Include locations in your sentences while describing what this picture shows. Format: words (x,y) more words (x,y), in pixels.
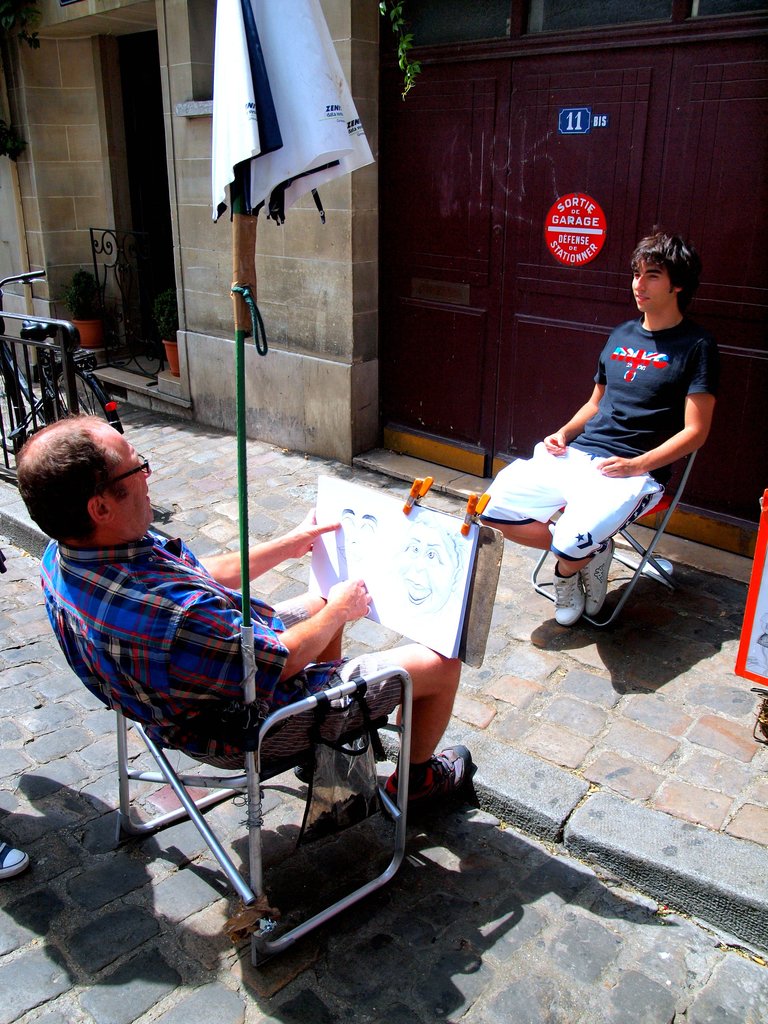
This is a picture taken in the outdoors. It is sunny. There are two persons (342,641) sitting on chairs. The man (384,657) in checks shirt (169,639) was holding a paper (390,579) and drawing a picture (380,576) to his chair (265,729) there is a umbrella (244,249). Behind the people (558,486) there is a wooden door (526,298), wall (335,287) and a bicycle (37,354).
